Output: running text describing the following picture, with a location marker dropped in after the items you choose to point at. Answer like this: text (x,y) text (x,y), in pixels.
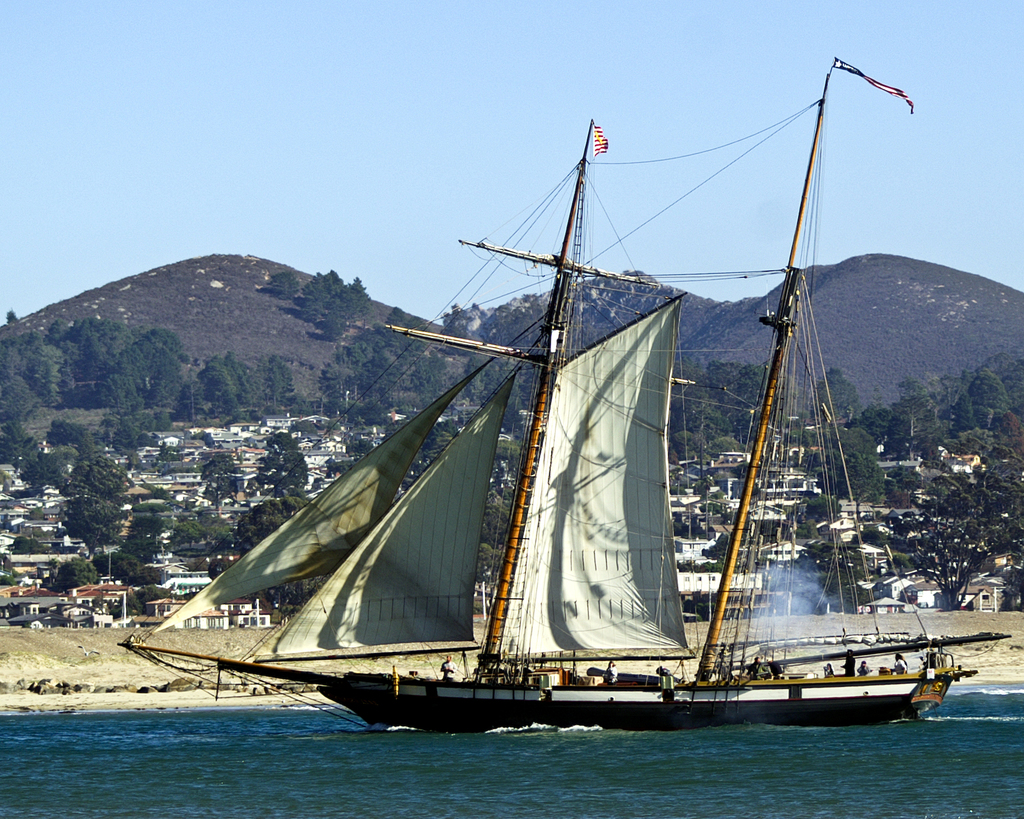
In the image there is a ship (526,677) with masts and poles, it is on the water surface (385,736) and there are few people (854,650) inside the ship (467,693), in the background (1,557) there are many houses (972,463), trees (271,466) and mountains (193,329).
